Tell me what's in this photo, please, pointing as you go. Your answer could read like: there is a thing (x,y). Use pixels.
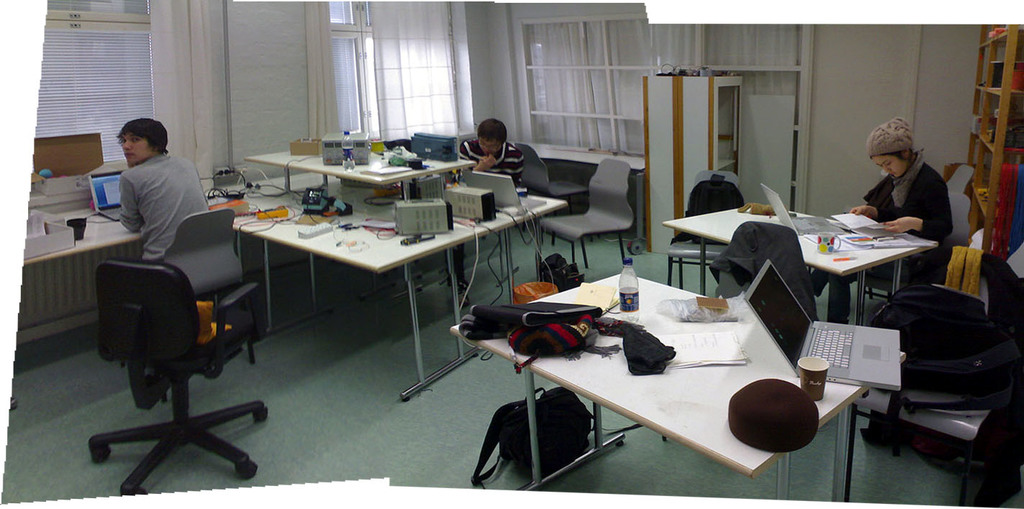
This image is taken inside a room (704,381). There are three people (160,163) in this room (66,369). In the left side of the image (154,182) a man (152,151) is sitting on a chair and placing his hands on desk (122,230). In the right side of the image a woman (906,231) is sitting on a chair (951,197) and looking at a book (861,218) which is on the table (864,257). At the bottom of the image (436,419) there is a floor (318,438) with mat (409,451) and a bag (518,449). In the middle of the image (601,291) there is a table (680,389) and there were few things (577,320) on it. At the background (255,58) there is a wall (272,53) with window blinds (143,82), windows (338,100) and curtains (449,102).
